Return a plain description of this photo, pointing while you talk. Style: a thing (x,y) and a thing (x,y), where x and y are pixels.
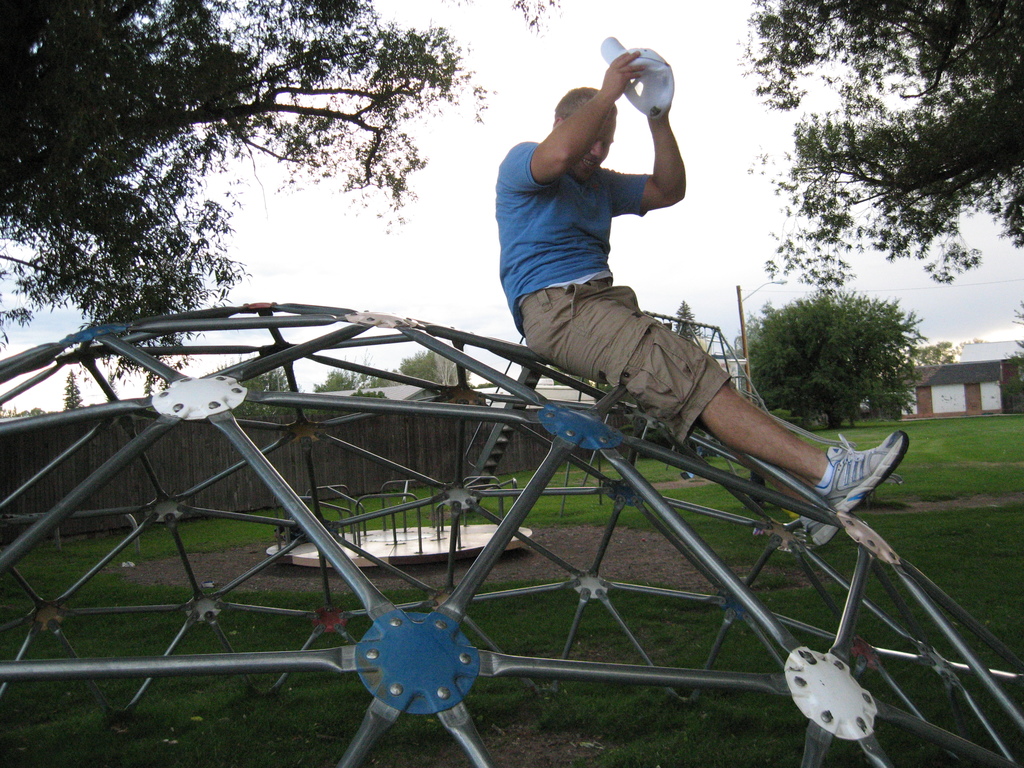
Here we can see a man (602,103) sitting on a metal object (459,593) and he is holding a cap (612,59) with his hands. Here we can see grass (964,578), trees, wall (526,449), and a house (929,371). In the background (989,295) there is sky (648,270).
